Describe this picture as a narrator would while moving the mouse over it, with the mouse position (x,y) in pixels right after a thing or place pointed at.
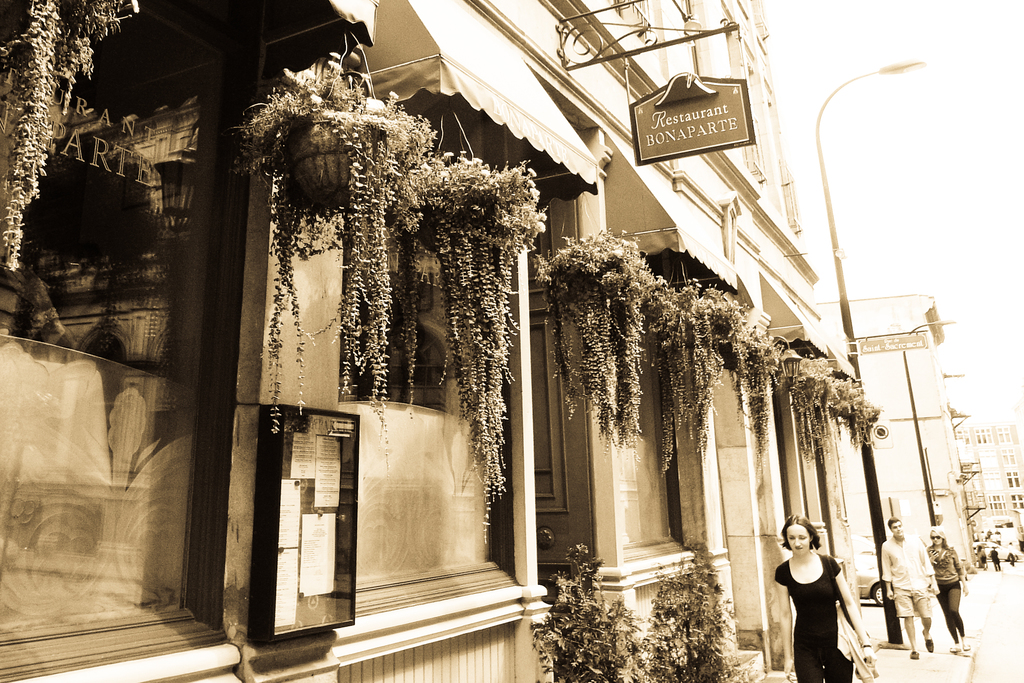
In this image we can see there are buildings (980,479) and boards (670,100) attached to the building (531,23) and there are people (947,606) walking on the ground (993,631) and holding an object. And there are street lights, potted plants (338,390), glass (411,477) with text (322,450) and the sky (976,203).
